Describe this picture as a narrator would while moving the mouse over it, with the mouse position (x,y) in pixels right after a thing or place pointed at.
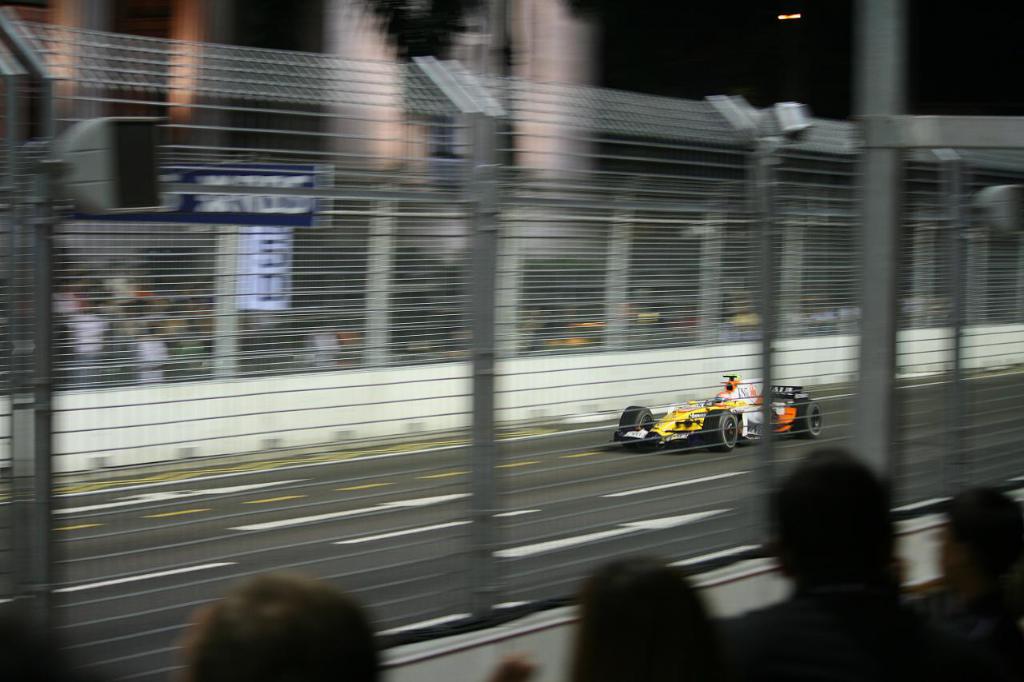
There are people (854,486) and net fencing (700,396) in the foreground area of the image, there are other people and a sports car (702,424) in the background (741,391).
